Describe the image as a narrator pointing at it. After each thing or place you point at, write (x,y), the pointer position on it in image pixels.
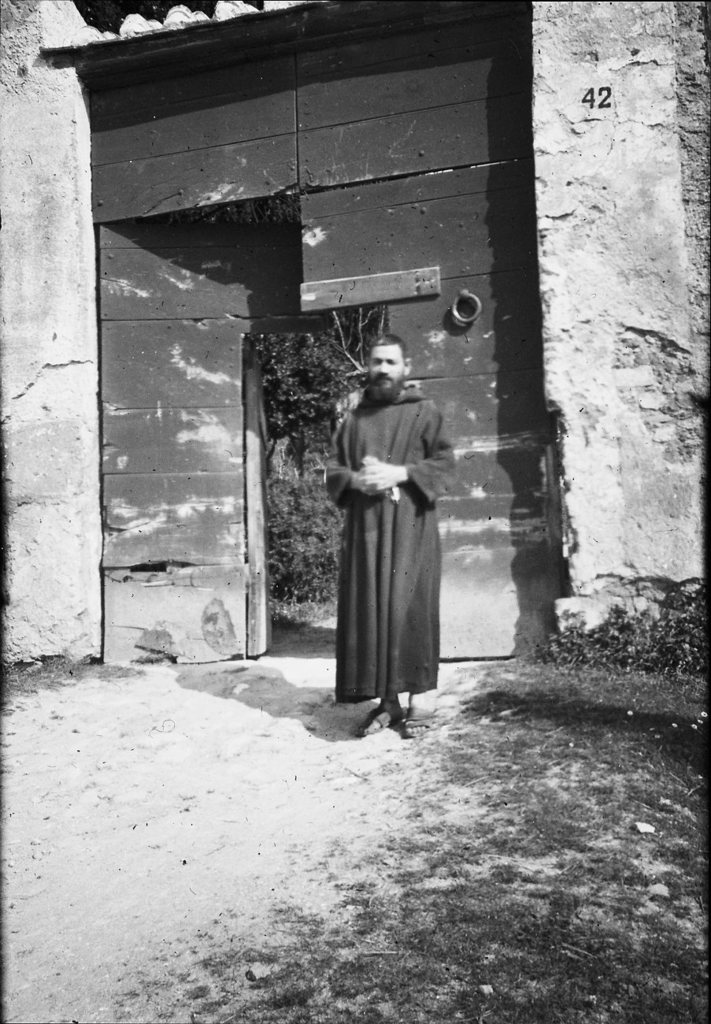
It is a black and white image. In this image there is a person (382,406) standing in front of the door (228,241). At the bottom of the image (457,927) there is grass (584,895) on the surface (620,677).
